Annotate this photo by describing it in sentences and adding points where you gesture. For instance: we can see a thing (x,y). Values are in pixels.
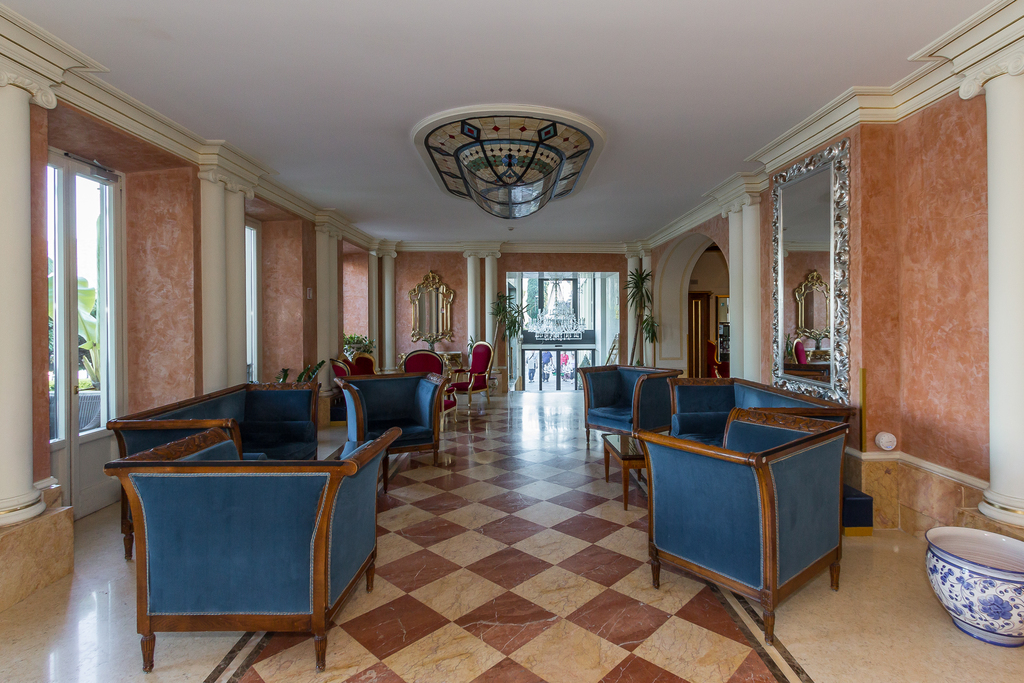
In the picture we can see an inside view of the house (659,341) with pillars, mirrors (778,249) to the walls (884,516) and windows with glasses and on the floor (691,627), we can see some chairs (269,511) which are red in color and some are blue in color and to the ceiling (519,54) we can see a light (564,180) which is designed.
